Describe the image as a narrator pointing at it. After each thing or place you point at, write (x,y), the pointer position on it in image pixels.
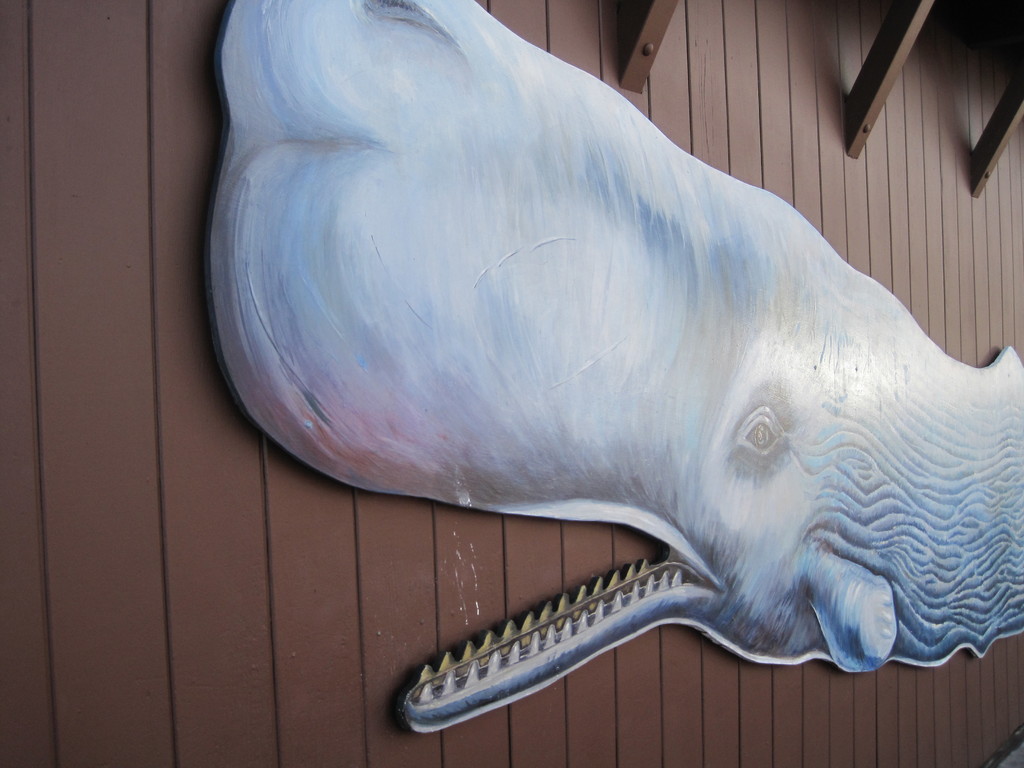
Here I can see an art (675,417) which is looking like a whale (763,476) and it is attached to a wooden surface (139,401).
